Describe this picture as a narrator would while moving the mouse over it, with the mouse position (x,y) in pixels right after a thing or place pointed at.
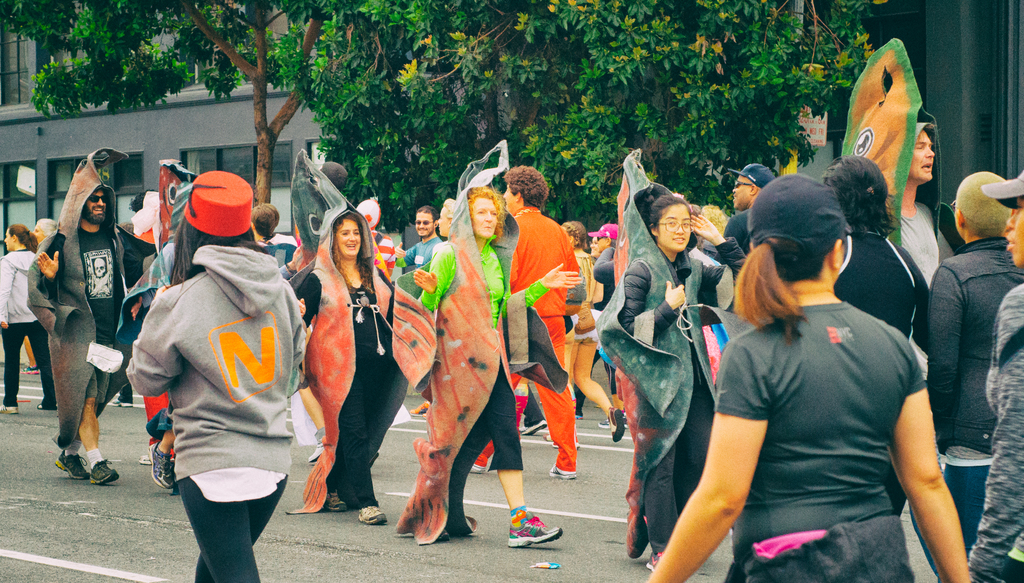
In this image, we can see a group of people (697,324). Few are wearing costumes (463,300). In the middle of the image (449,351), we can see few people (500,461) are walking on the road (101,559). Here we can see few people (456,273) are smiling. Background (995,161) we can see buildings (977,102), walls (948,63), windows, trees (573,143) and pole (794,8).
